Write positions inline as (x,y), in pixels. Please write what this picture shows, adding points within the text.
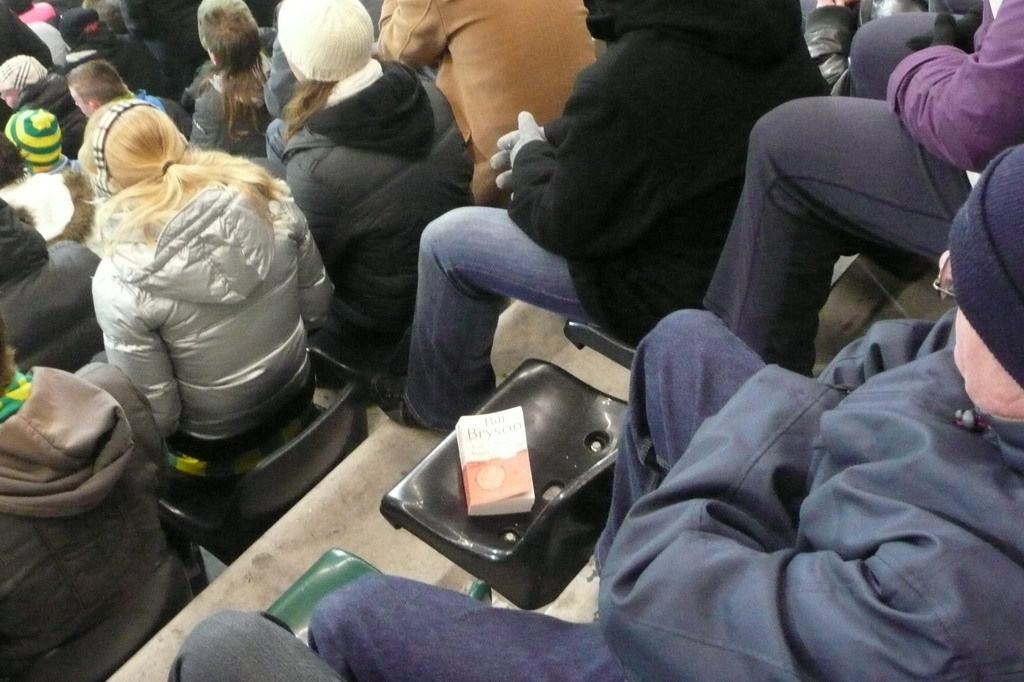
In this image, we can see people (764,289) wearing coats (231,238) and caps (56,145) and are sitting on the chairs (570,497) and we can see a book (477,502). At the bottom (306,505), there are stairs (307,505).
